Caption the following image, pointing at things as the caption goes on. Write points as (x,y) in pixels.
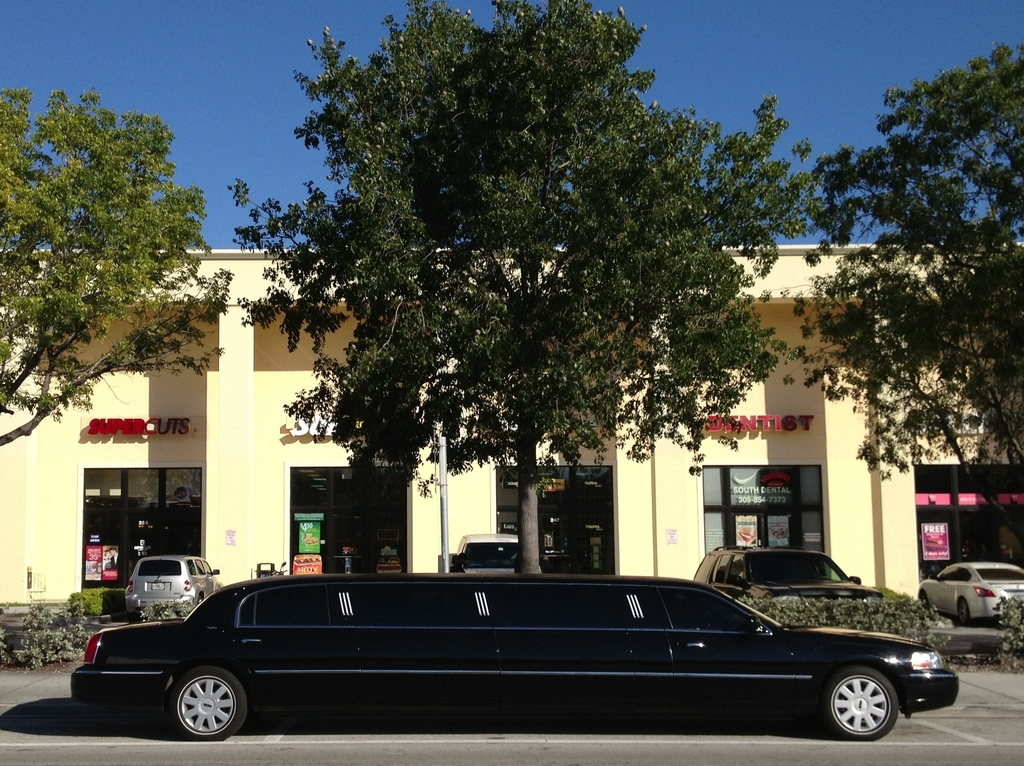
In this picture we can see a building (798,338), stores (587,510), containers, poster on the doors (555,513), text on the wall (34,450), trees (608,424), board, cars (831,571), plants (49,626). At the bottom of the image (456,751) we can see the road (520,741). At the top of the image (194,40) we can see the sky (720,94).
